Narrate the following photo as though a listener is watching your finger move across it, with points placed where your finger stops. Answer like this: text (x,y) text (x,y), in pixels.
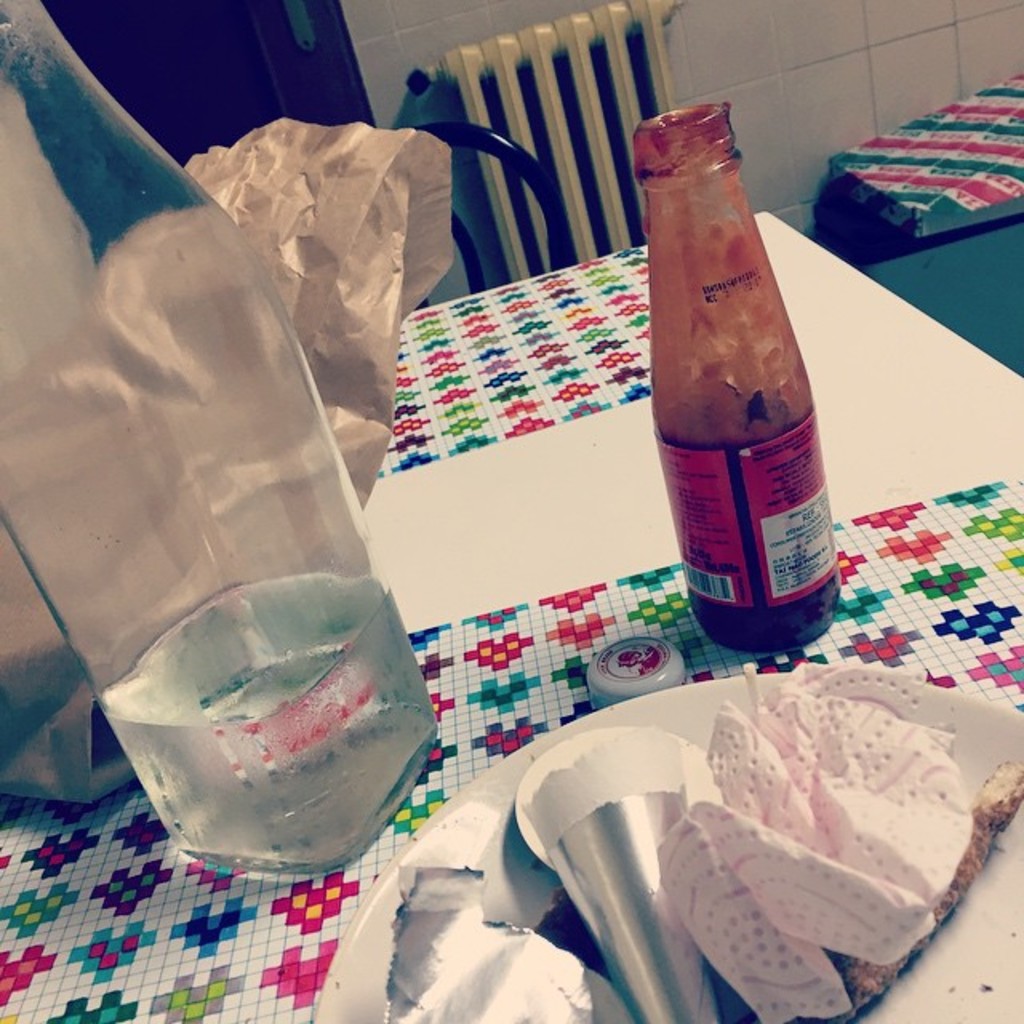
On the white color table (818,336) there are plates (389,925) with tissue (885,815) and wrappers (653,883) on it, a bottle (300,514) with liquid (265,657) in it, ketchup bottle (748,516) and one cover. To the backside of the table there is a chair (553,187).
